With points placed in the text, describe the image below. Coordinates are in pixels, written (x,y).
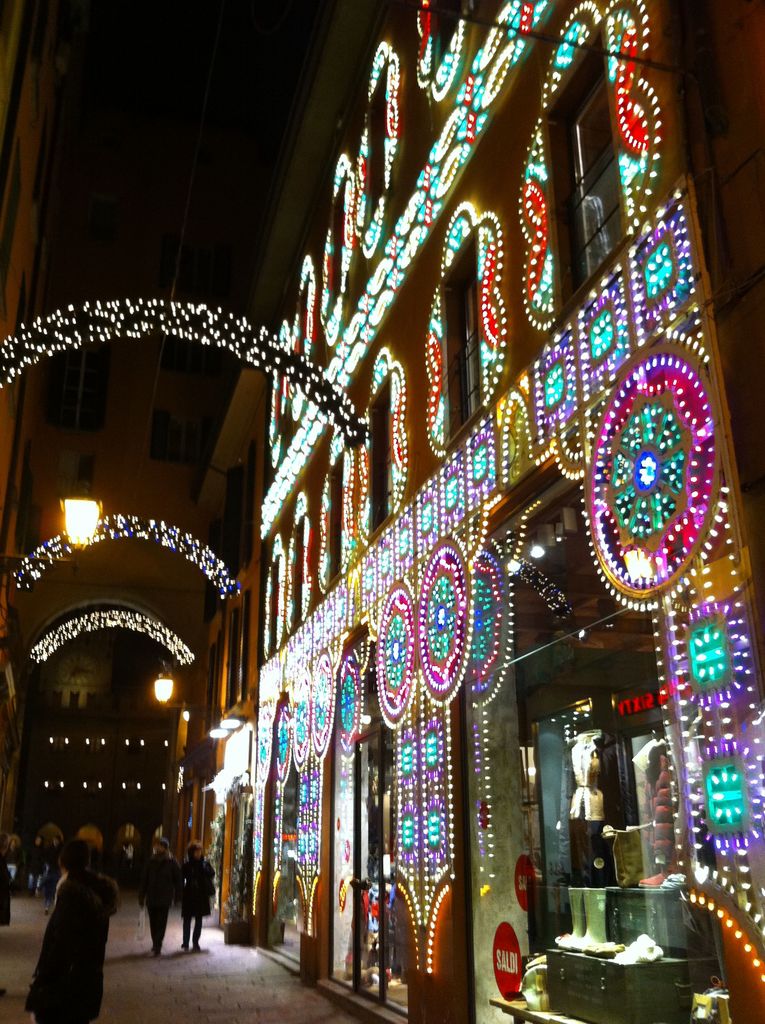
In this image we can see a group of people (45,944) standing on the ground (186,980), some plants (245,902). To the right side of the image (588,957) we can see a container (614,978) and some objects (544,985) placed on the table (552,1014). In the background (140,594), we can see buildings (353,473) with doors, windows (479,343) and group of lights (513,403).
